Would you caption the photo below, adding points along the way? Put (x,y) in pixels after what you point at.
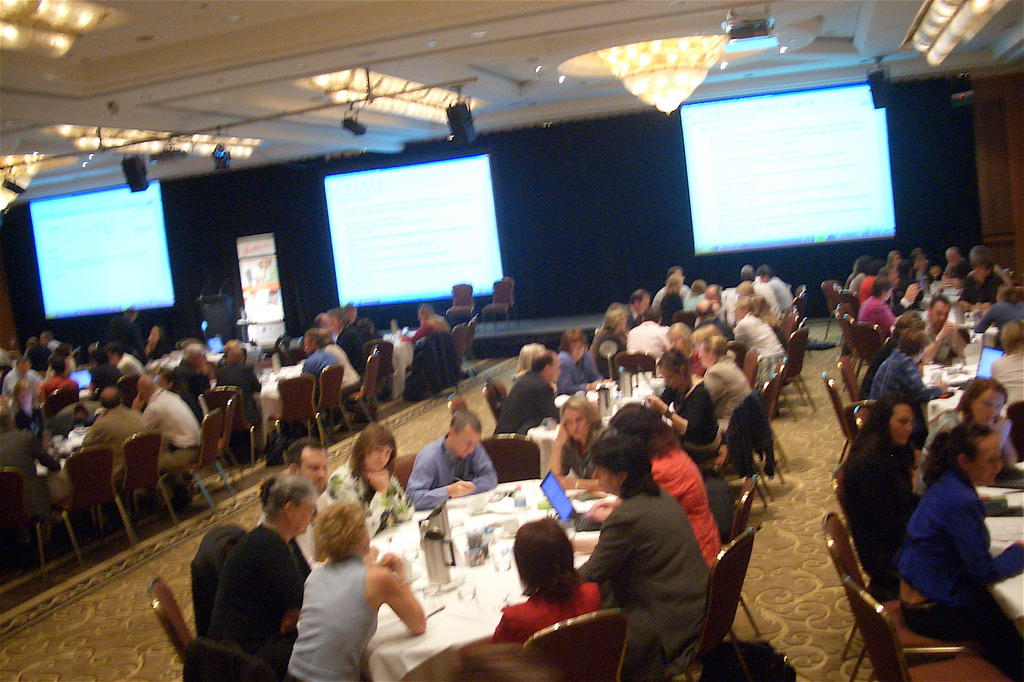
In this picture I can see group of people (1009,368) sitting on the chairs (517,463). I can see jugs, glasses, laptops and some other objects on the tables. There are projector screens (480,178), focus lights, chandeliers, projectors (764,20) and some other objects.
